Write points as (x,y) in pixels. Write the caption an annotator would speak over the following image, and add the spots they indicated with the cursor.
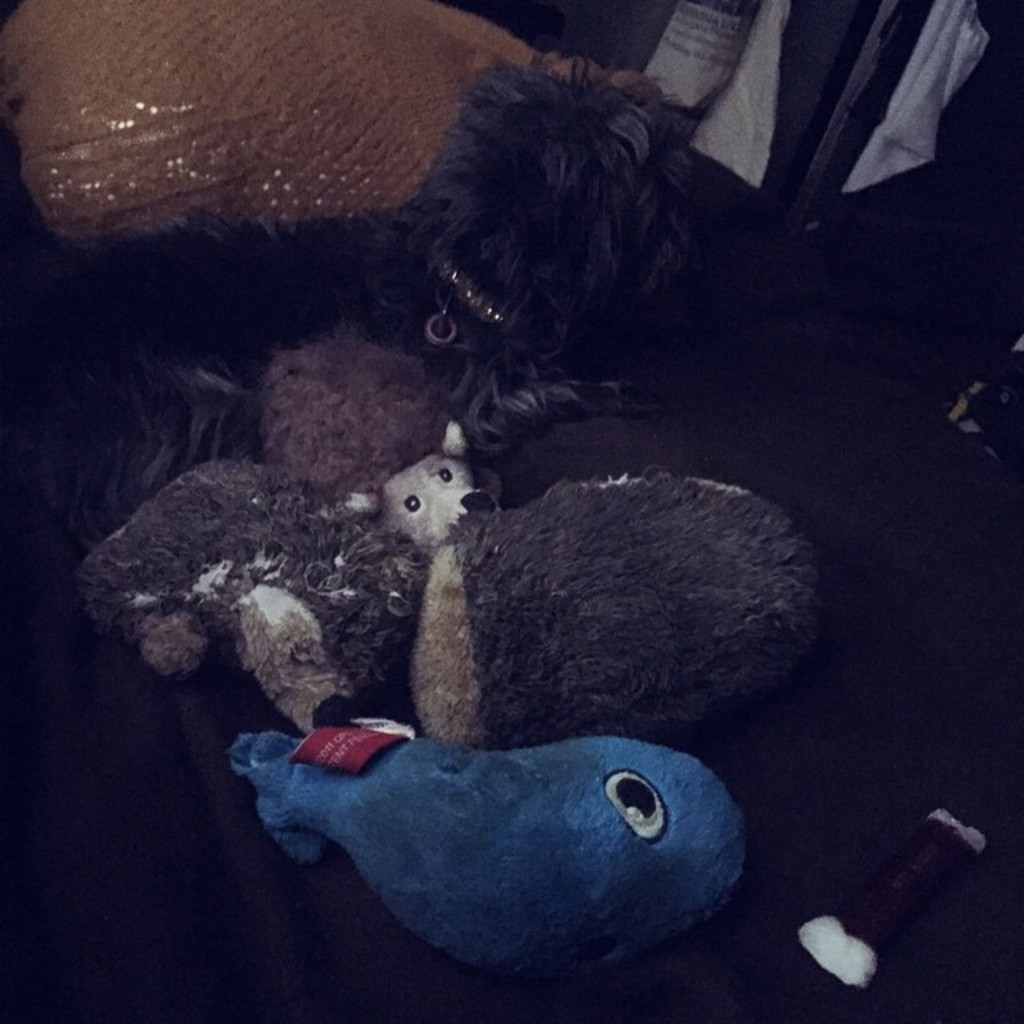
In this picture we can see few toys (458,500).
